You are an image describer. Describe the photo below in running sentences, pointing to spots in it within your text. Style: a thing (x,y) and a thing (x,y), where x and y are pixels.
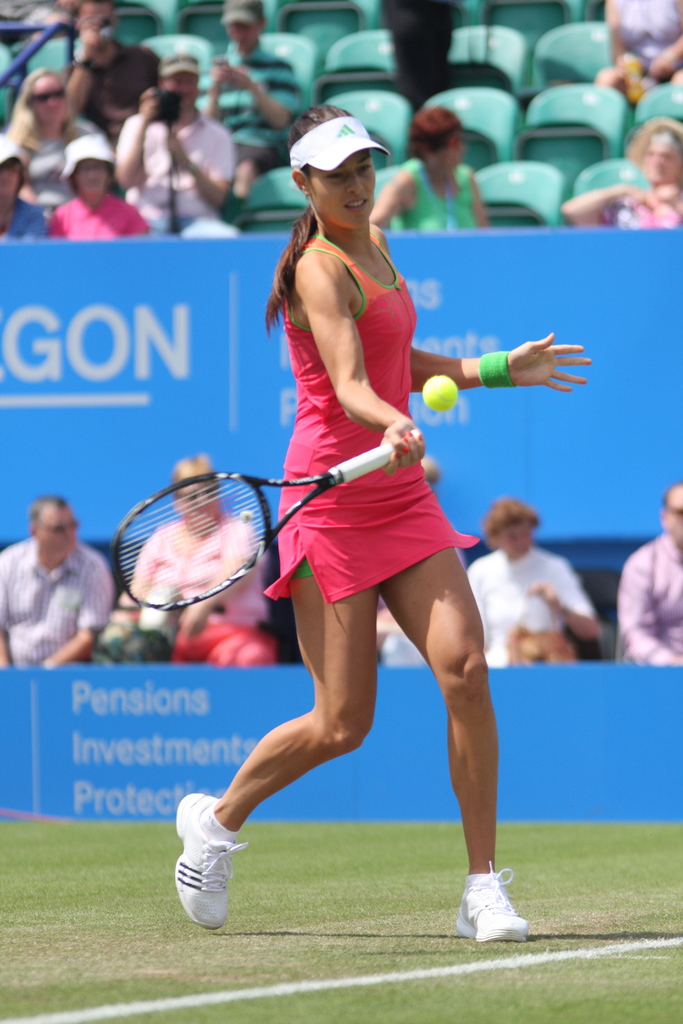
This picture is taken in the stadium (353,862), In the middle (366,514) there is a woman (366,502) she is standing and she is holding a bat (293,511) which is in white color she is hitting a ball (450,395) which is in yellow color, In the background (383,82) there are some chairs (612,170) which are in green color, There are some people (440,125) sitting on the chairs (574,71), There is a blue color poster (177,381).
